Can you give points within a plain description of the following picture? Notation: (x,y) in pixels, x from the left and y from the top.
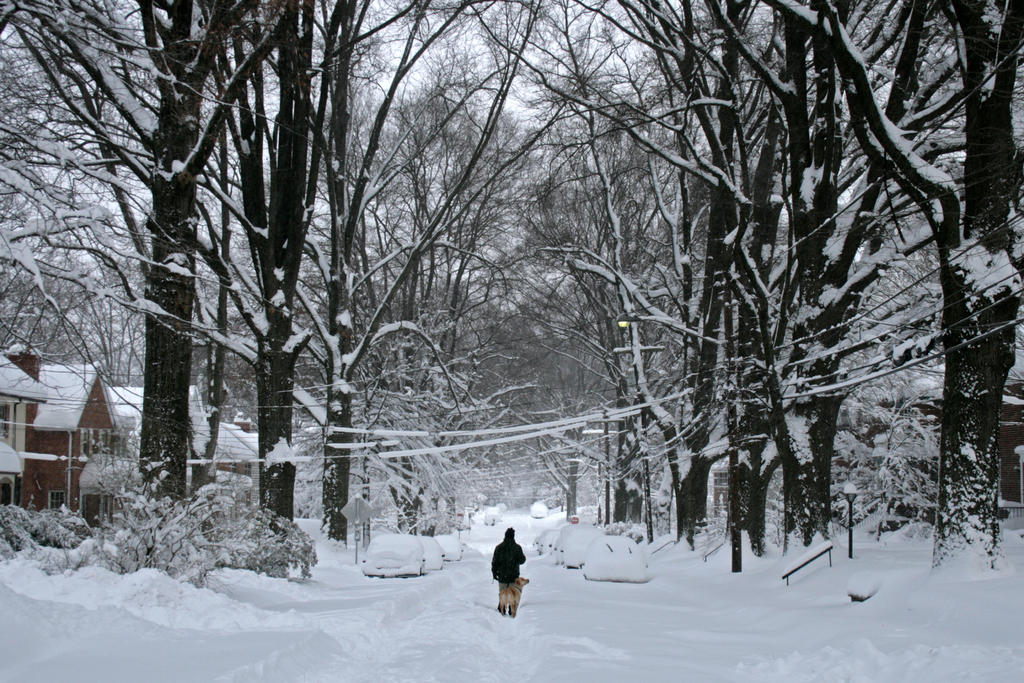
In this picture we can see a person (513,531) standing in the middle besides him there is a dog (513,591). The vehicles (569,562) and the trees (684,221) are covered with the snow (297,641). And on the left side of the picture (115,506) we can see houses (97,437). And on the background (515,106) there is a sky (513,103).
